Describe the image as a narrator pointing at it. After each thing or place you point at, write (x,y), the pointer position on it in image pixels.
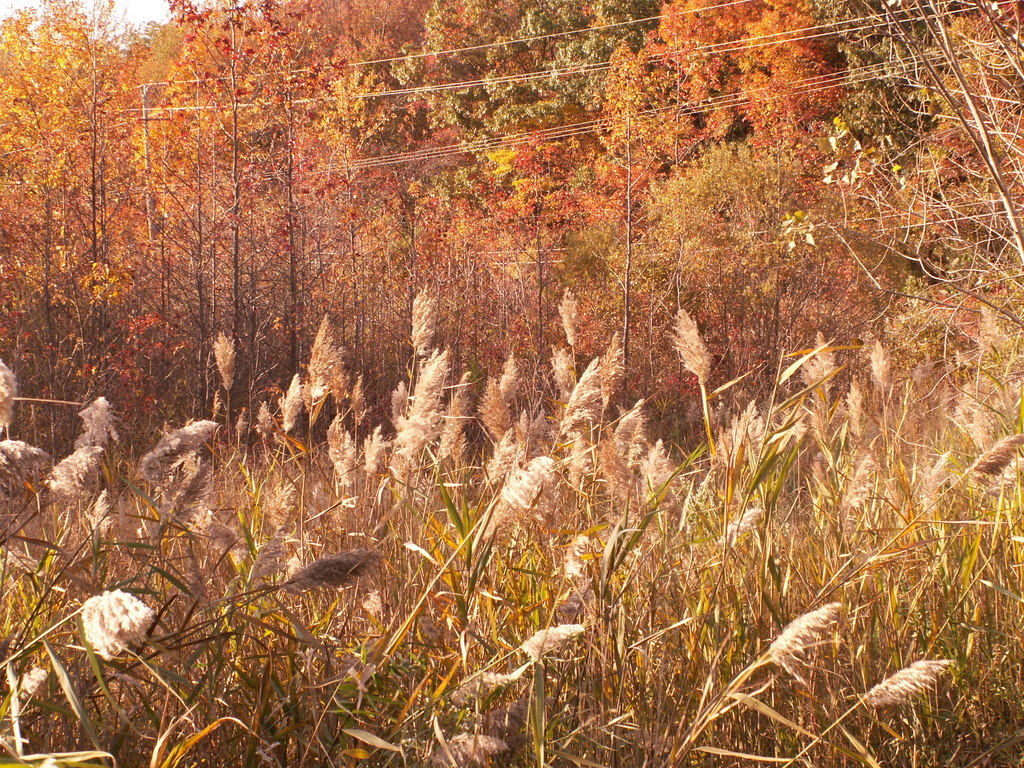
In this picture we can see there are trees (429,97), grass (199,644) and cables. At the top left corner of the image (131,15), there is the sky (157,14).
